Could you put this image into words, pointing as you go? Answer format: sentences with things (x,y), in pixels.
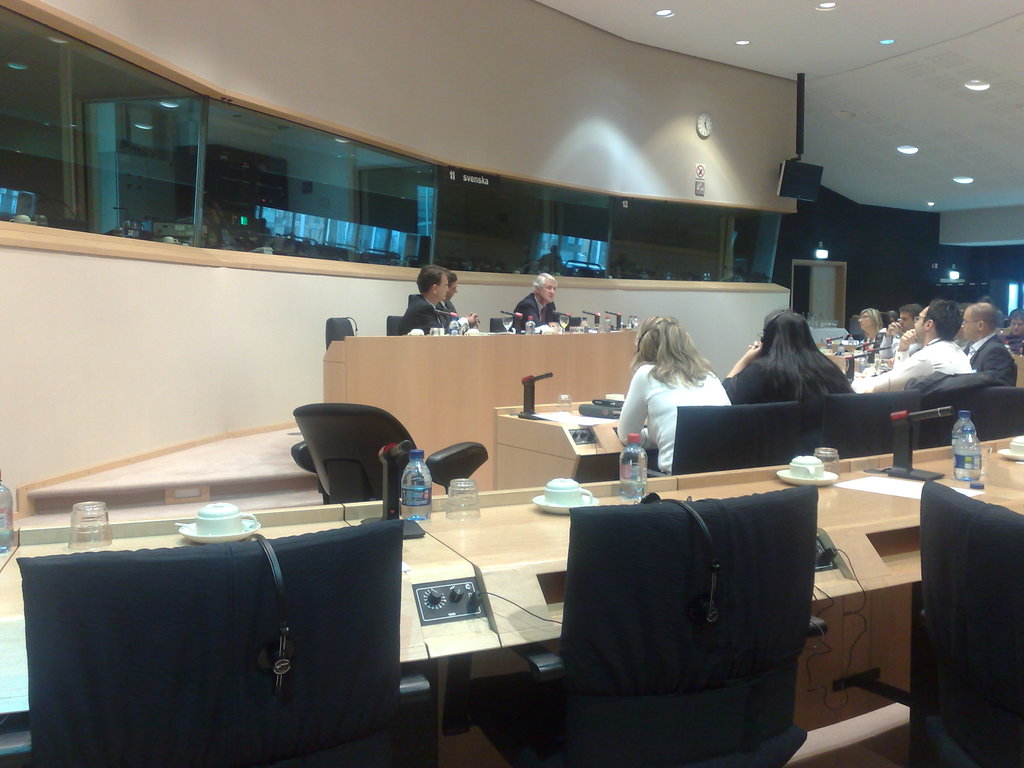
In the image we can see there are lot of people (724,391) who are sitting on chair (774,431) and on table (289,513) there is water bottle (422,499), glass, cup (557,495) and saucer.
